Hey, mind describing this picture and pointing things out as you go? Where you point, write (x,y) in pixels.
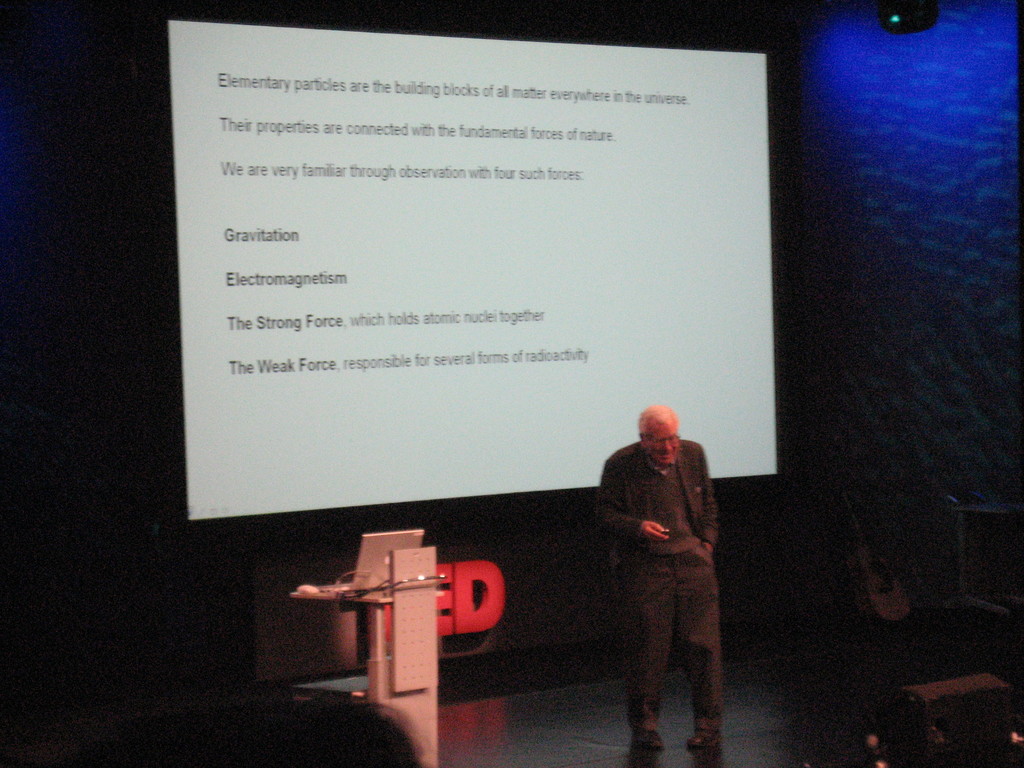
In this picture we can see a man (659,683) standing on the floor (574,721), screen (514,489), podium (352,593), laptop (372,581), some objects (365,589) and in the background (118,105) it is dark.
